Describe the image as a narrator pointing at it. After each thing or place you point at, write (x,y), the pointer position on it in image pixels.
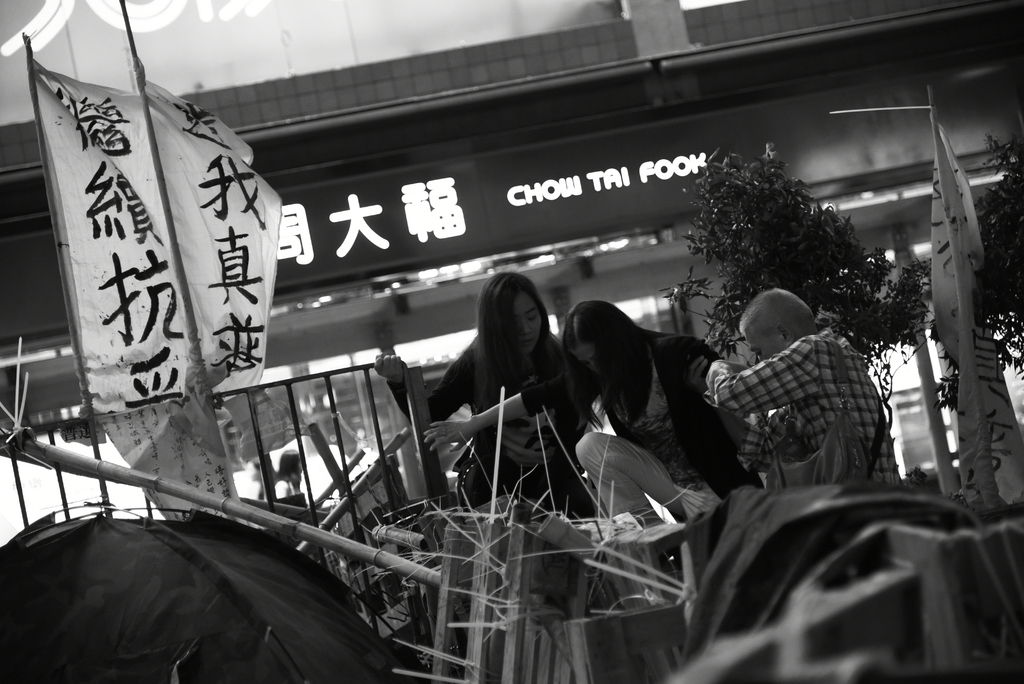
This is a black and white pic. On the right (729,444) there are two women (594,401) and a man (810,342). In the middle (636,352) a woman (662,478) is climbing on an object (444,595). In the background (552,261) there are flags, plants (745,261), hoardings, fence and a bridge (628,224).
